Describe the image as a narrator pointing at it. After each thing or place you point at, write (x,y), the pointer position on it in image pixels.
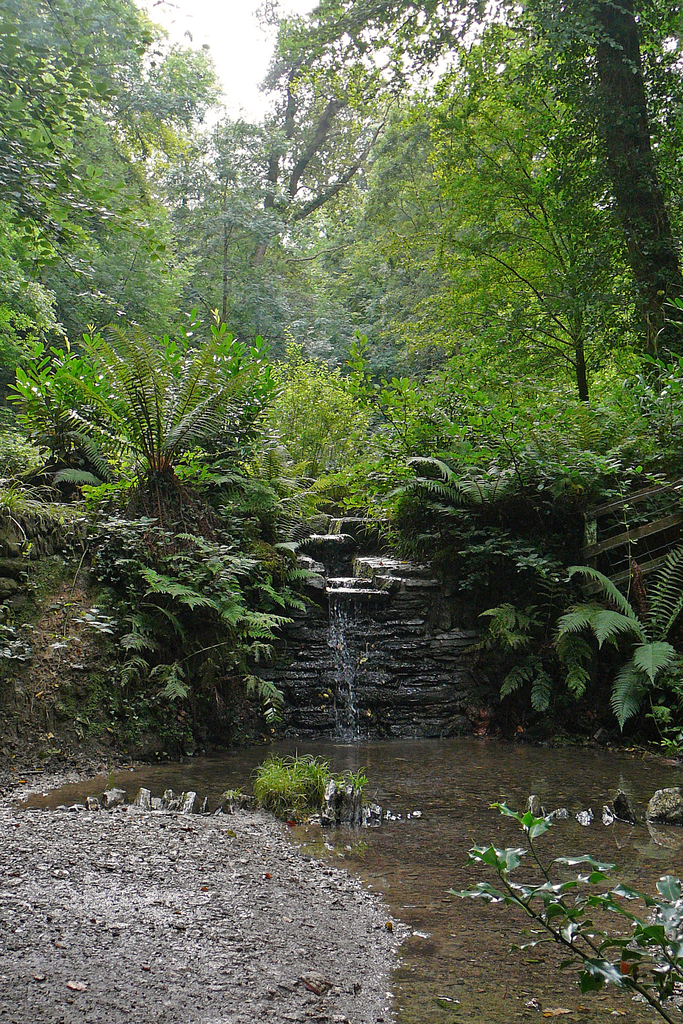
In the center of the image (354,539) there is water fall (316,539). In the background of the image (579,309) there are trees (526,132). To the left side of the image (134,813) there is mud (200,982).
